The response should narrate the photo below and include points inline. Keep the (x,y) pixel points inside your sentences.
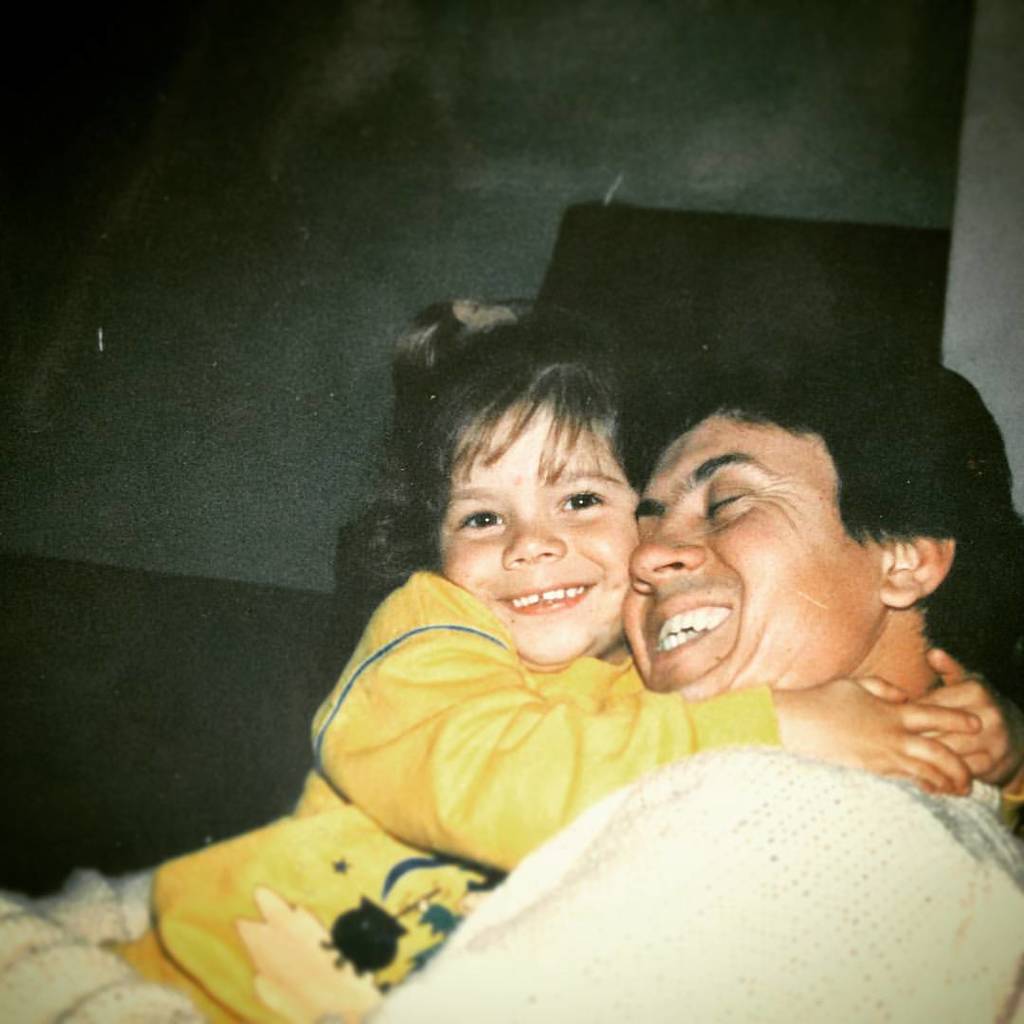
In this picture there is a man (1001,497) and a small girl (477,475) on the right side of the image (877,419), they are hugging each other.
